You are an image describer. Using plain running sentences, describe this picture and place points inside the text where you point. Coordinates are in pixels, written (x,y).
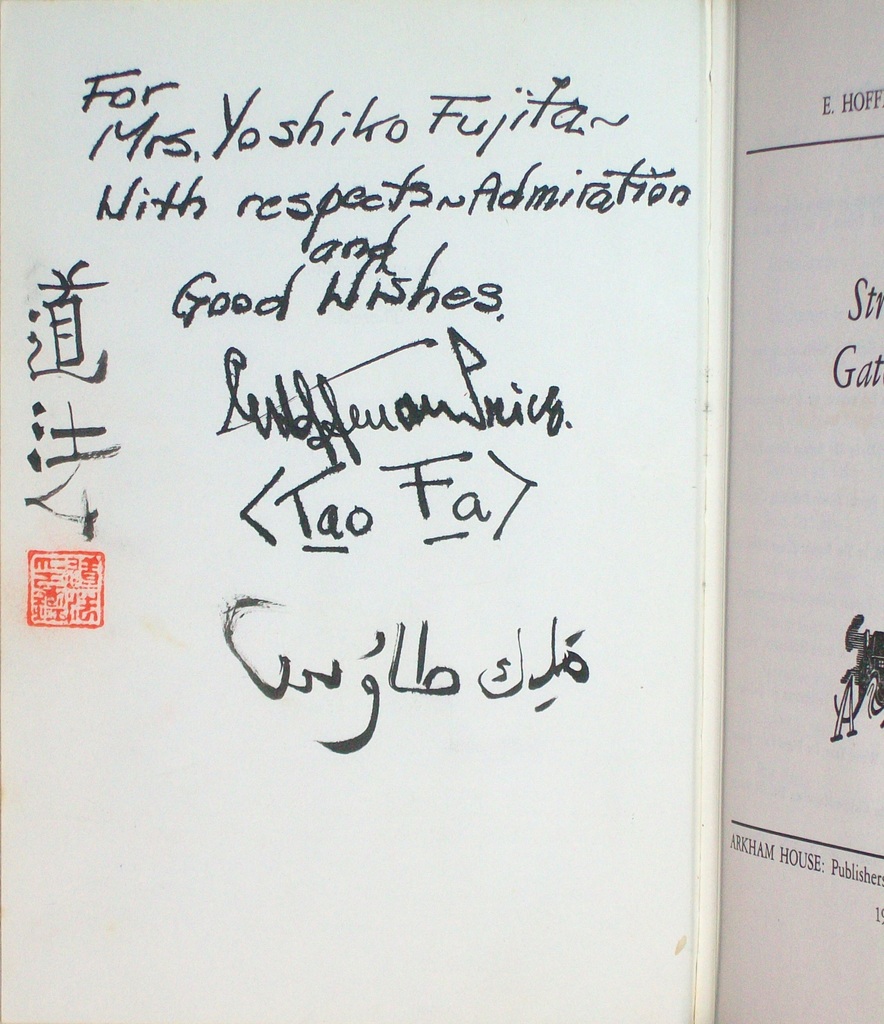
Here we can see a book (361,504) and there is text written on it.
